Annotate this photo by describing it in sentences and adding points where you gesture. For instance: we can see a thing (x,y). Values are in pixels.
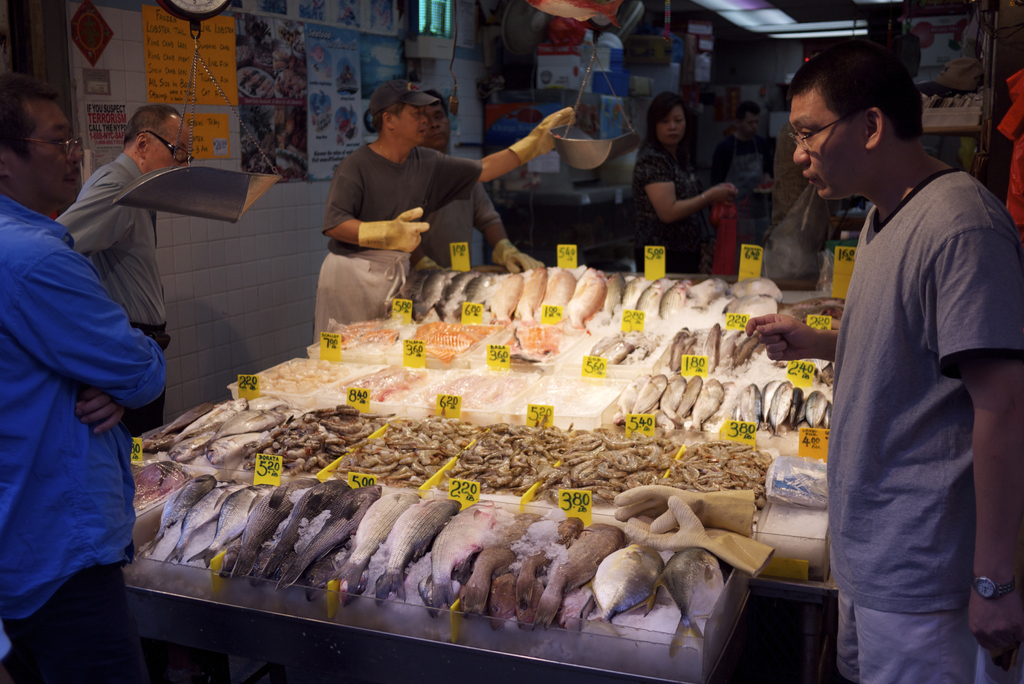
In this picture there is a table (648,486) in the center (405,410). On the table (378,608), there are different kinds of fishes (373,544) with different price tags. Towards the left (47,391), there is a man (120,334) wearing a blue shirt (80,330). Towards the right (884,285), there is another man (934,219) wearing grey t shirt (871,356). Beside the table (401,342), there is a man (347,280) wearing a grey t shirt (414,164) and holding a weighing machine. In the background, there are people (664,189).
